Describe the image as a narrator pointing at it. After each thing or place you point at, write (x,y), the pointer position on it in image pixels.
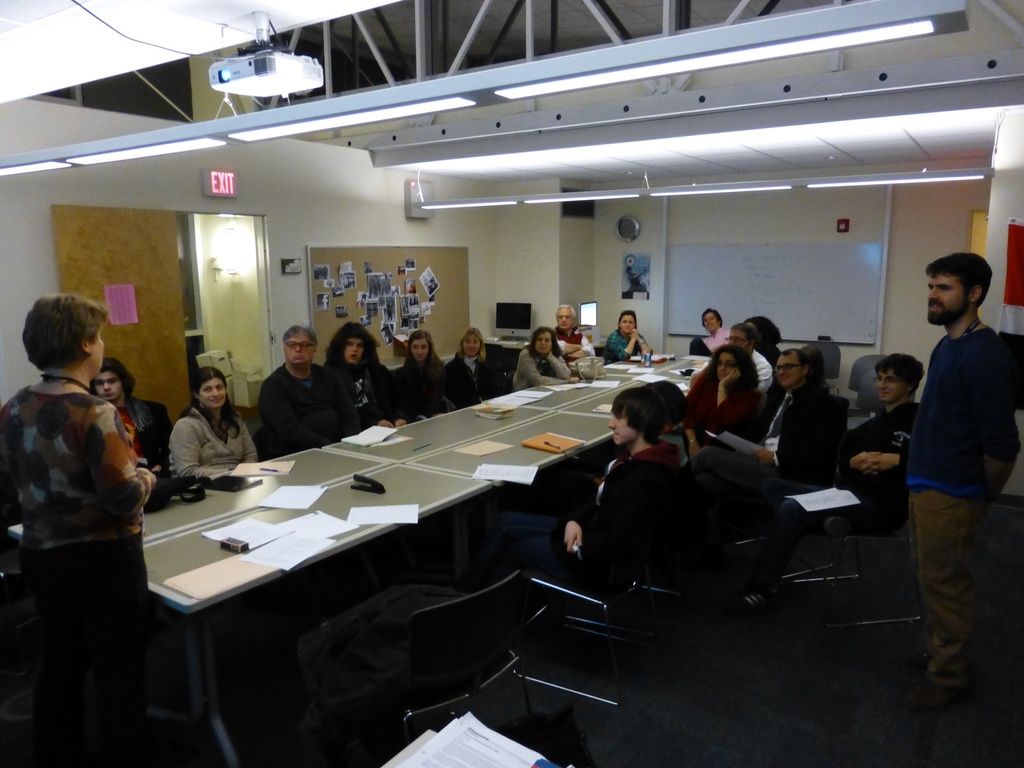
there are so many people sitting around a meeting table (181,562) behind them there is a person (36,504) giving a speech and other man (940,394) standing at the other end and there is a board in the room (329,235) and notice board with some photos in it and exit sign board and door (197,306) to access.
